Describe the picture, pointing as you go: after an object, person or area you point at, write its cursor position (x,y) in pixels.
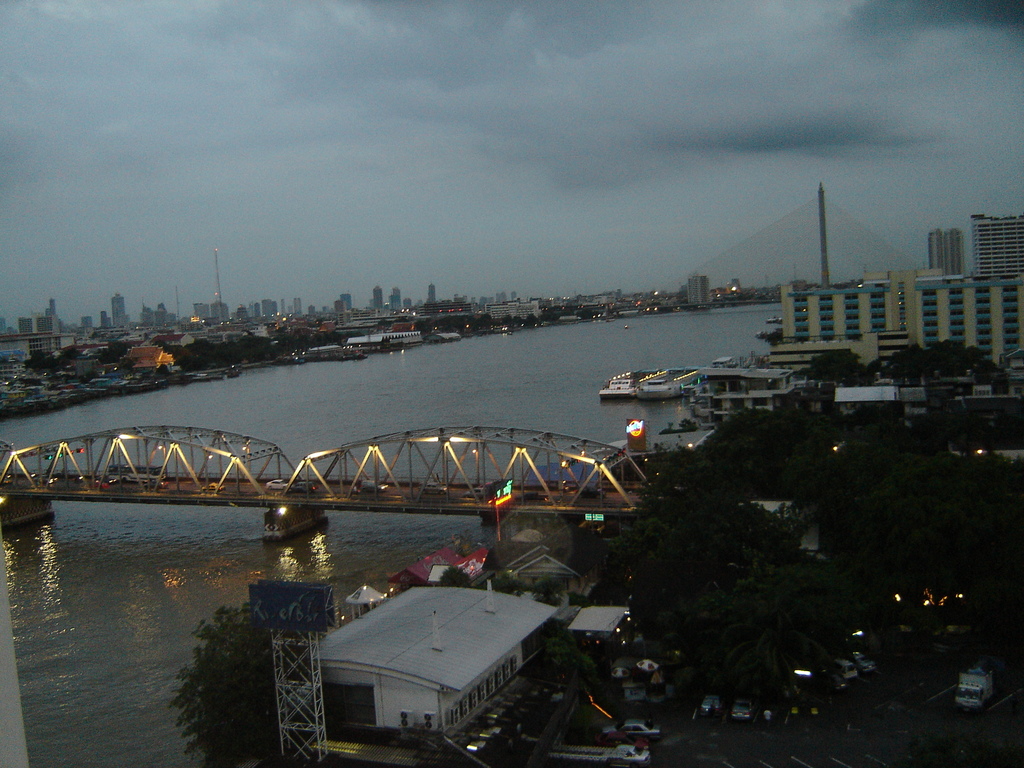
In this picture I see number of trees (751,564) and few buildings (468,656) in front (476,638) and I see a bridge (325,500) on the left side of this image (326,481) and I see the water (409,396). In the background (202,106) I see few more buildings (145,317) and I see the sky (584,130) and I see the lights (941,600).
